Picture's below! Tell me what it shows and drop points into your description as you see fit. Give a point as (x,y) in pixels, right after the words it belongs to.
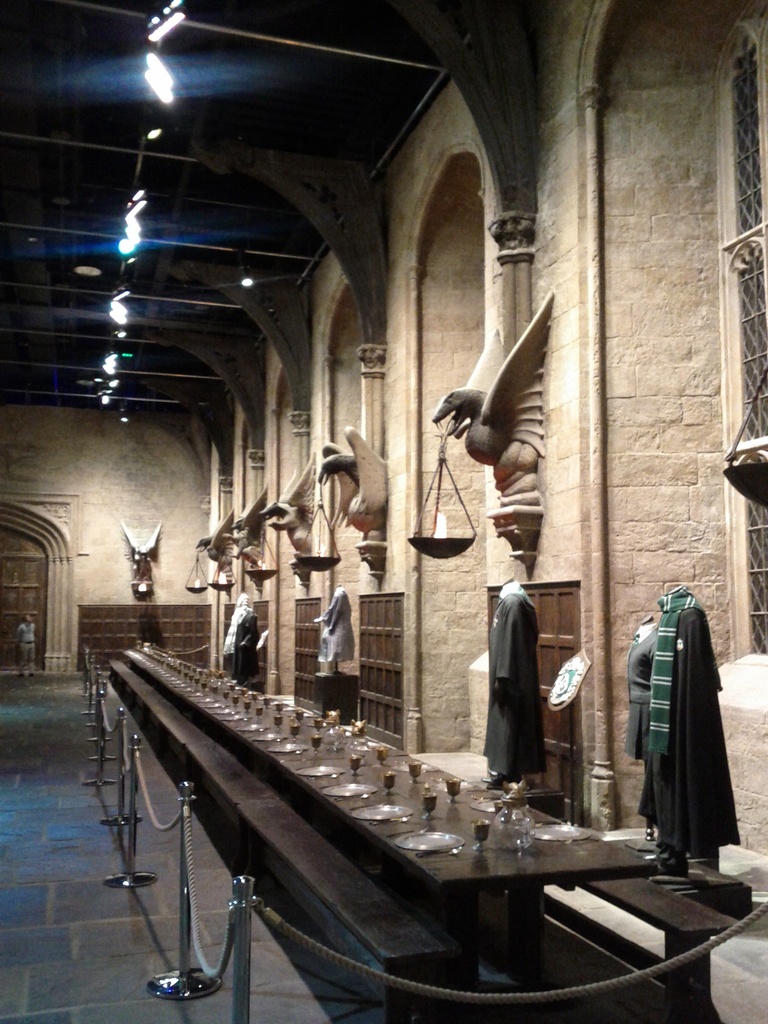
On the right side (529,531) it's a wall (683,396), there are sculptures (522,446) on this wall (449,467) and it is a very big dining table (391,834). There are wine glasses (414,767), plates (391,806) on it.
